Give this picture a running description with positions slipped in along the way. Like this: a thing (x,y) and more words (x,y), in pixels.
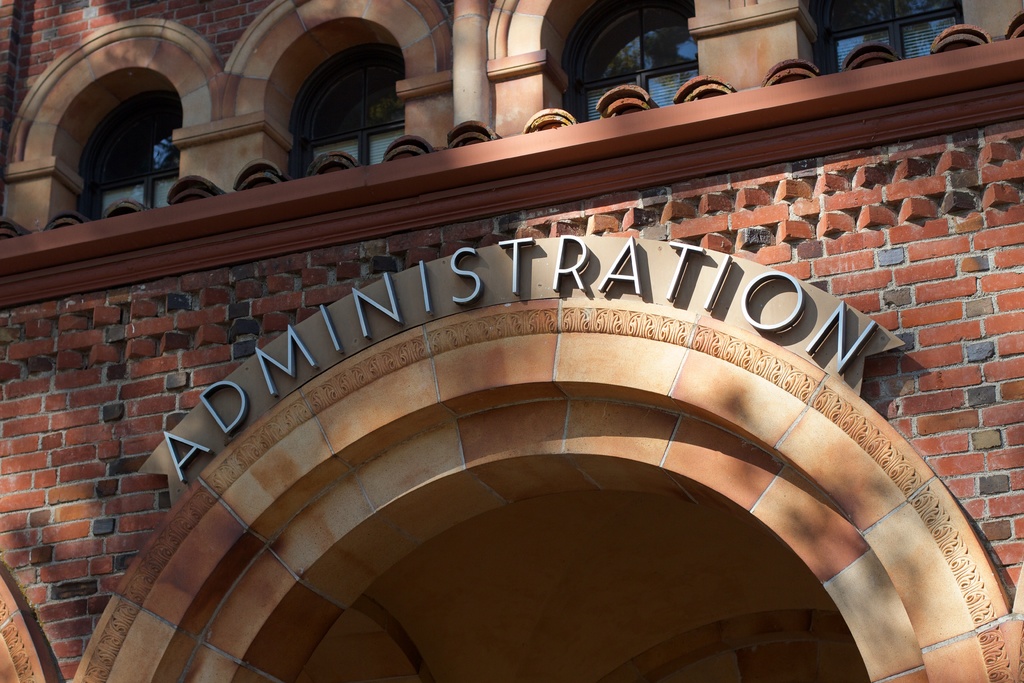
In this image I can see there is a building (221,586) with text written on it.
